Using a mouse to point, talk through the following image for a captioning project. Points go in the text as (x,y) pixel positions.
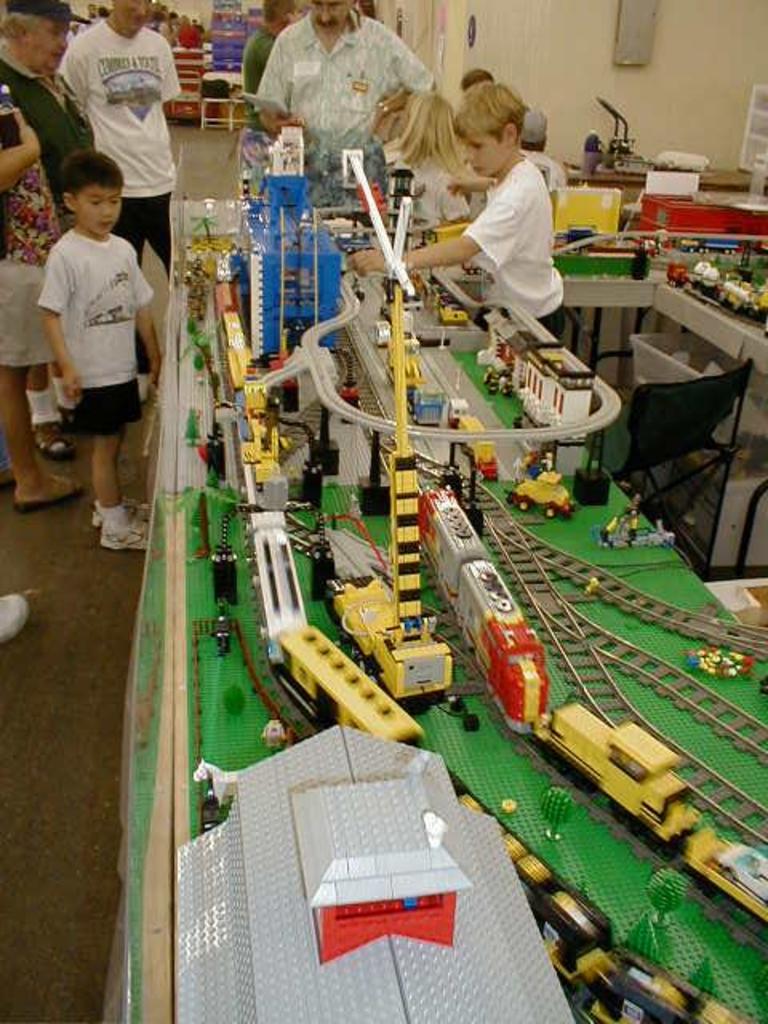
In this image i can see some toy trains (514,650) and tracks (575,672), and in the background (508,181) i can see few people (36,25) watching these toys (370,418).
